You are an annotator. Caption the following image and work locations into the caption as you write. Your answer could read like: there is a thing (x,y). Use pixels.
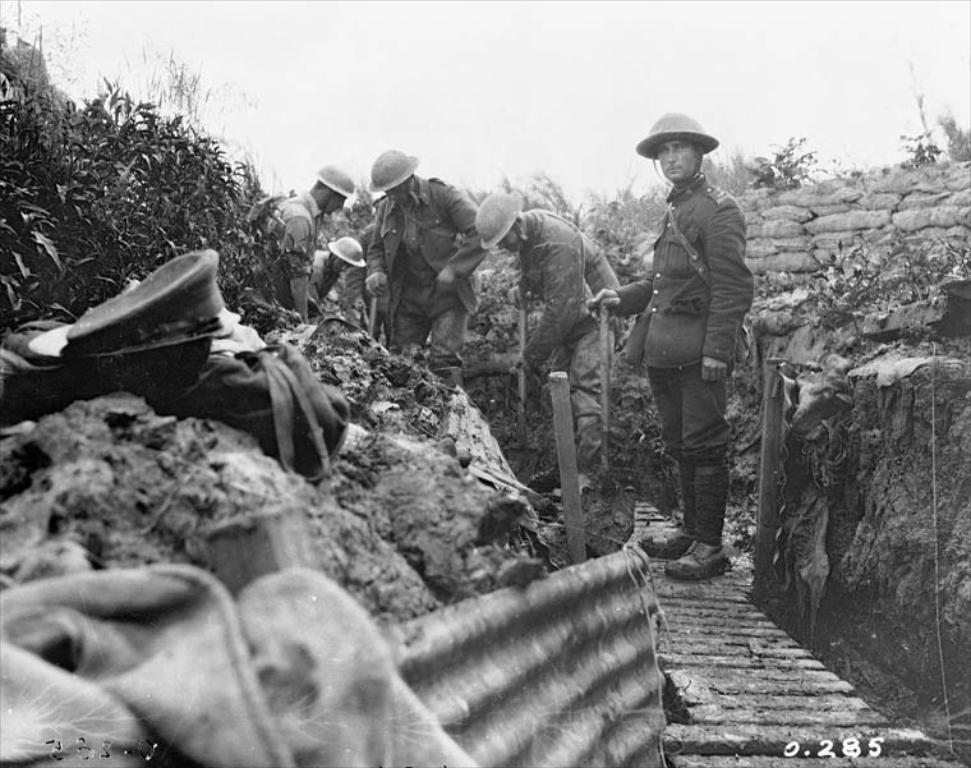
In this image in the front (470,690) there is an asbestos sheet (459,677). In the center (457,276) there are objects (235,378) which are black in colour and there are persons (321,267) standing, there are plants (161,195) and there are bags (861,202) and the sky (654,107) is cloudy.
